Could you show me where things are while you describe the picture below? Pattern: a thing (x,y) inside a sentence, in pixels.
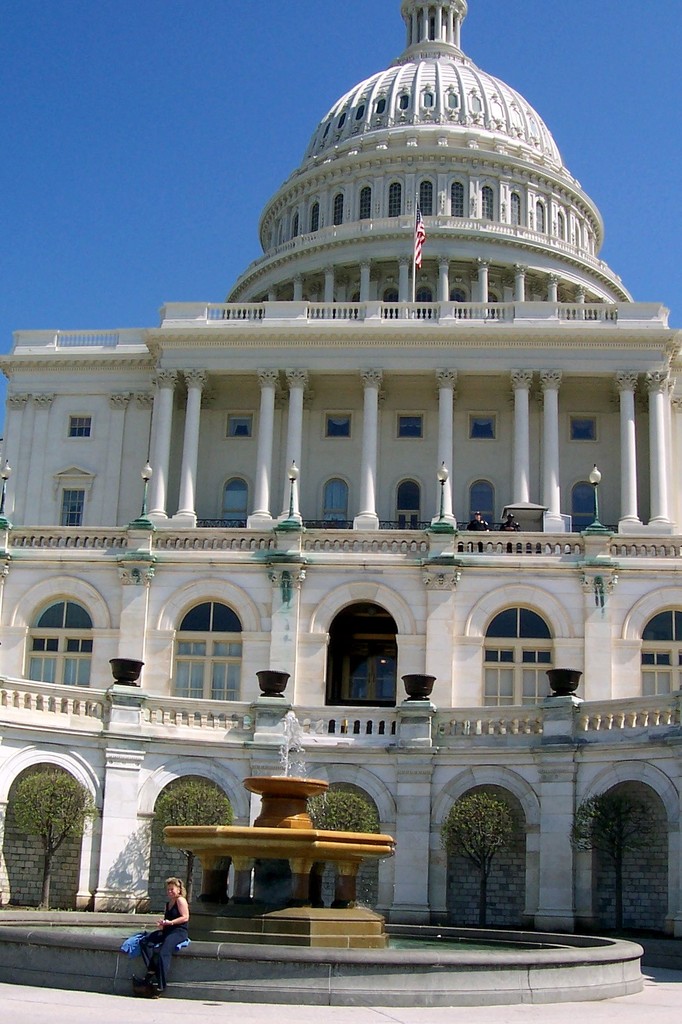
In this picture I can see a girl (183,935) and a fountain (235,900) at the bottom (280,935), in the middle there are trees (639,828), I can see a building (415,891) in the background (305,365). At the top (173,35) there is the sky (266,190).
